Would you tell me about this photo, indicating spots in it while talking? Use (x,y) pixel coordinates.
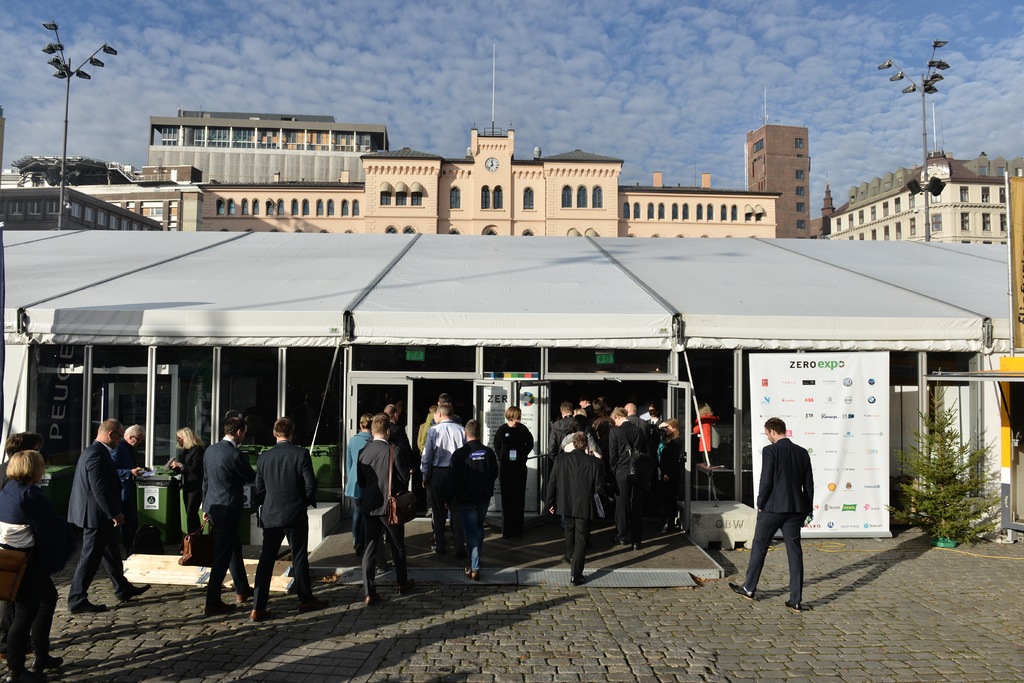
In the picture we can see people (463,487), a tent (548,296), a banner (839,433), a plant (923,507) and dustbins (246,500). In the background (530,187) we can see buildings (79,161), street lights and a cloudy sky (596,113).
